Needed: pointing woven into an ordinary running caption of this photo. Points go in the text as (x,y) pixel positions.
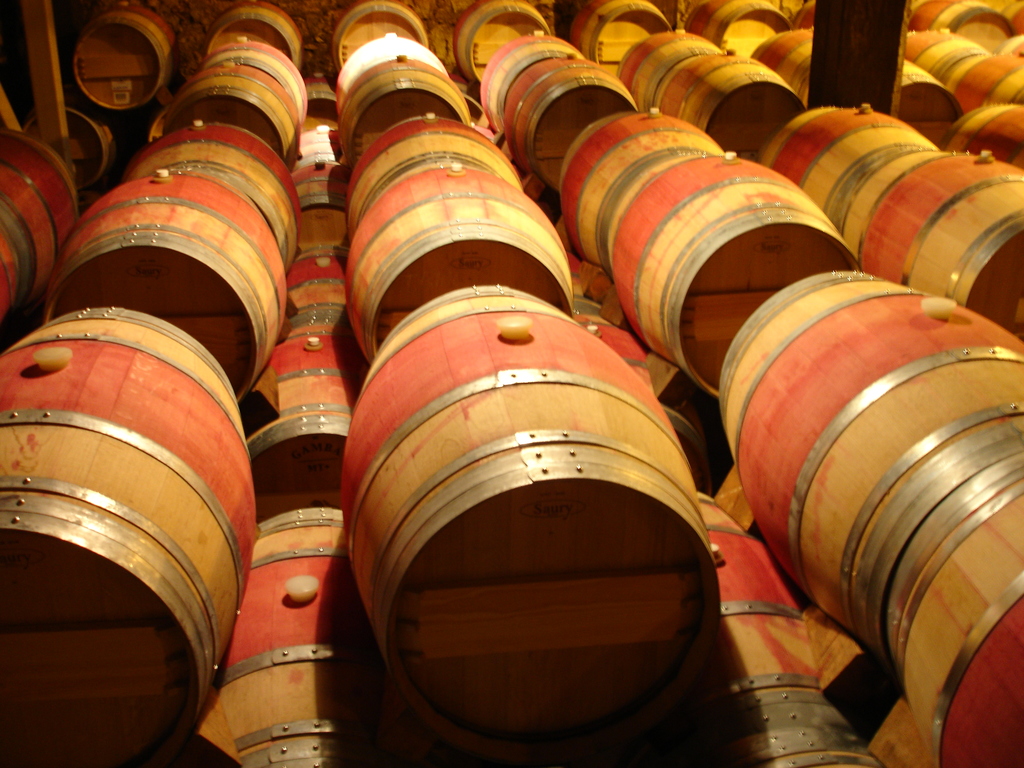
In this image I can see many drums (301,487), they are in brown and orange color.
